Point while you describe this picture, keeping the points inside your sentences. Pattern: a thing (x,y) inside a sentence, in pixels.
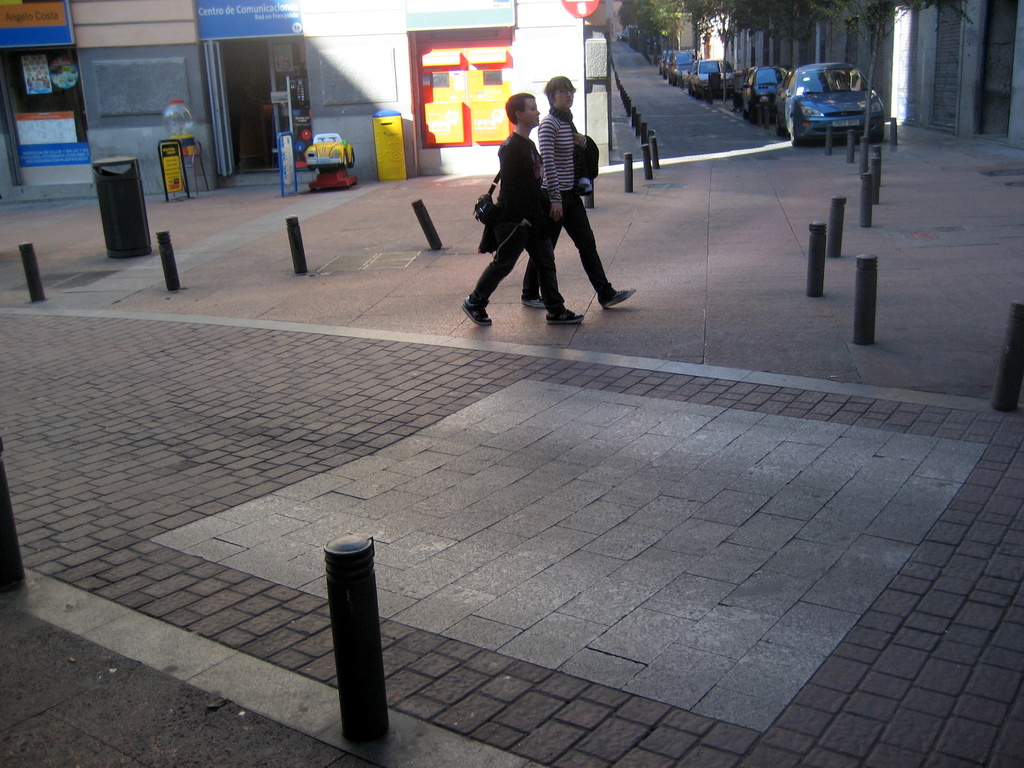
There are two people (545,178) walking. These are the cars (701,71), which are parked beside the road (754,123). This is the building (140,25). I can see the dustbin (118,214). I think these are the boards (280,159). This looks like a shop (68,95). These are the trees (773,8). These look like lane poles (338,590).
